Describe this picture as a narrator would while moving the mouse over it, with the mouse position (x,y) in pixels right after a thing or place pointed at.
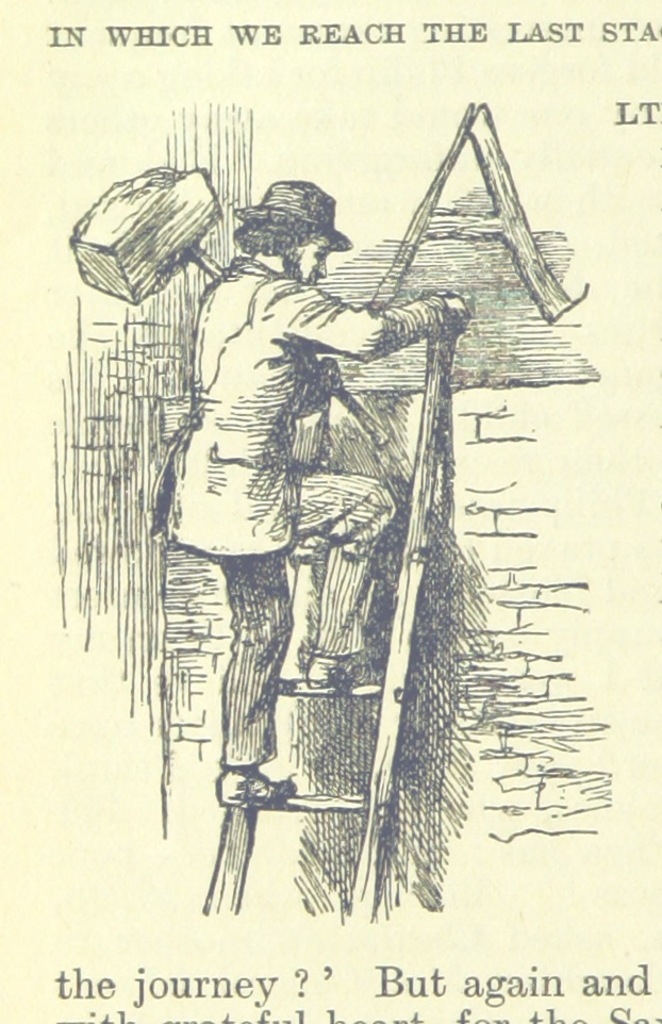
In this image, I can see a paper (172,431) with words (622,104) and a picture (255,542) of a person (306,438) holding an object (175,250) and climbing the ladder (334,800).
